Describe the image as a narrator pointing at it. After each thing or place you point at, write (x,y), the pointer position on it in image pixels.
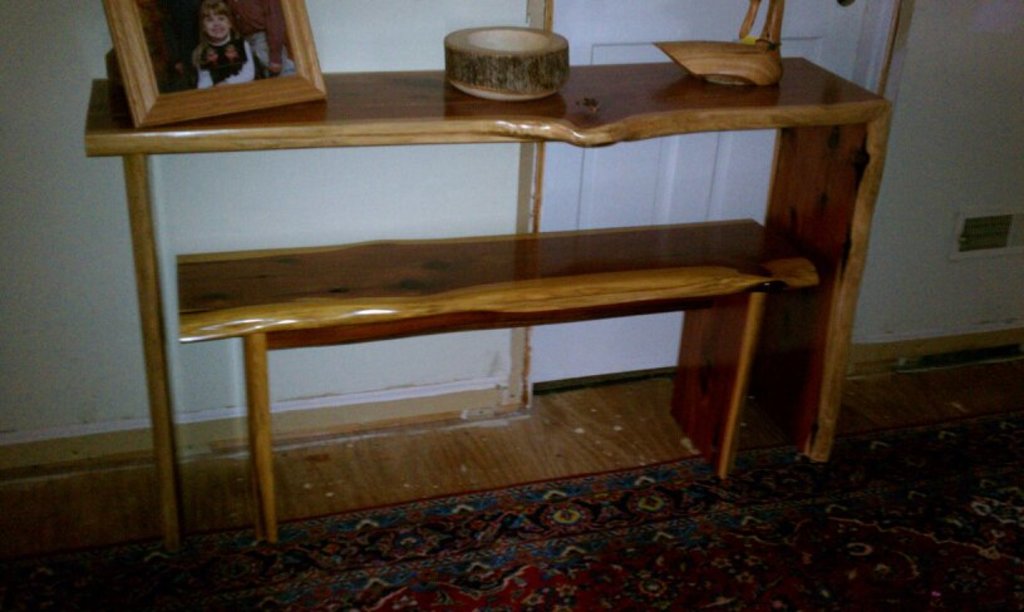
In this image we can see a wooden table (793,113) on which a photo frame (222,81) and few things (556,58) are placed. in the background (646,182) we can see a door (662,192).
